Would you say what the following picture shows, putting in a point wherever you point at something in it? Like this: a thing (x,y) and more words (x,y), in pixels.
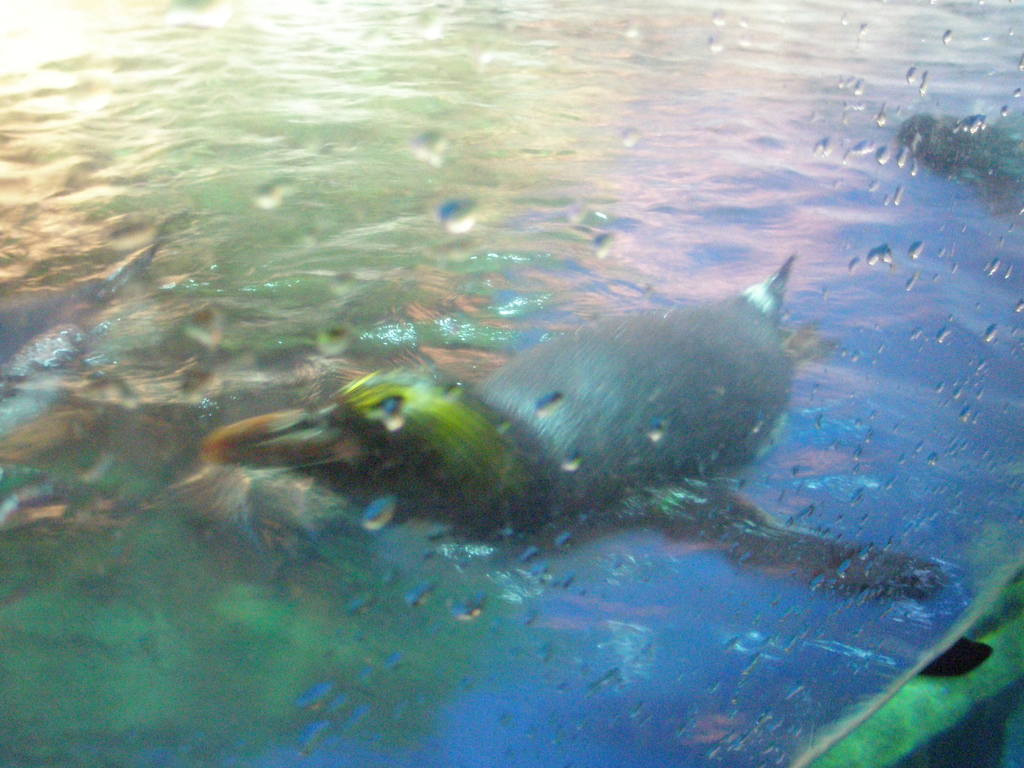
In this picture we can see birds (736,346) in the water (730,226).
